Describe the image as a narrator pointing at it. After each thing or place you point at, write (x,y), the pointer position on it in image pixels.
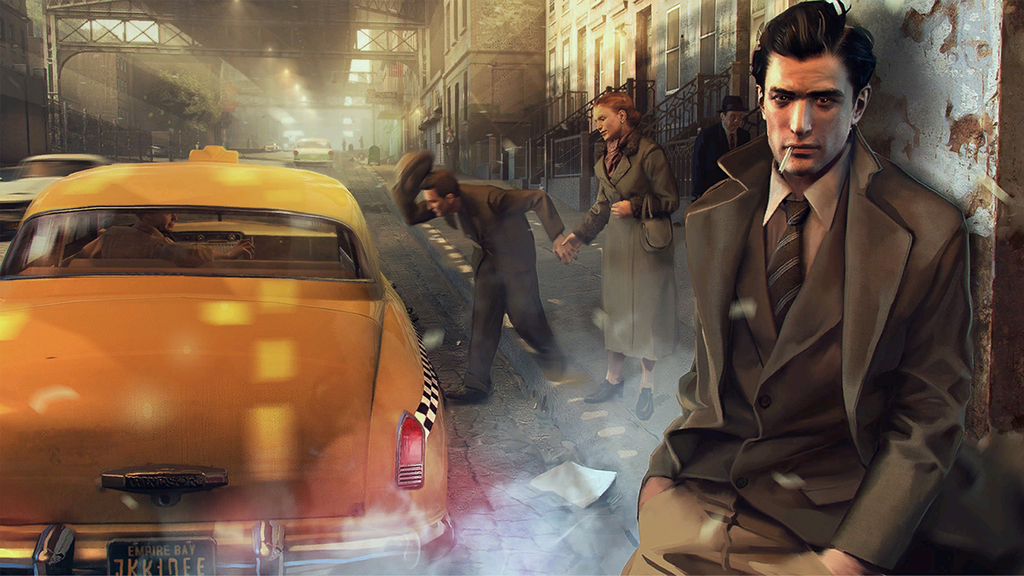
In this animated image there are cars (396,386) moving on the road (504,470). Beside the road (488,440) there is a walkway (582,391). There are people (561,257) standing on the walkway (678,369). Behind them there are buildings (566,41). To the right (859,384) there is a man (878,276) standing. There is a cigarette (789,158) in his mouth (807,151).
